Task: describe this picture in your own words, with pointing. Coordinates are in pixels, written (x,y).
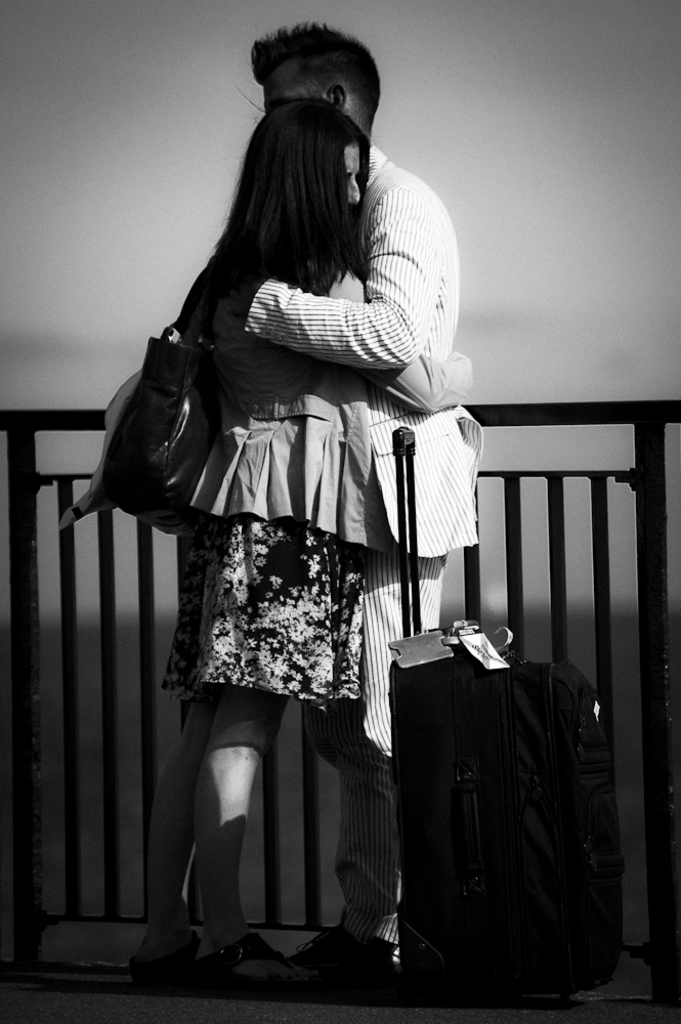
This is a black and white image, in this image there a man (405,347) and a girl (332,419) hugging, in front of them there is a luggage (529,843), in the background (16,476) there is a railing (661,616).
